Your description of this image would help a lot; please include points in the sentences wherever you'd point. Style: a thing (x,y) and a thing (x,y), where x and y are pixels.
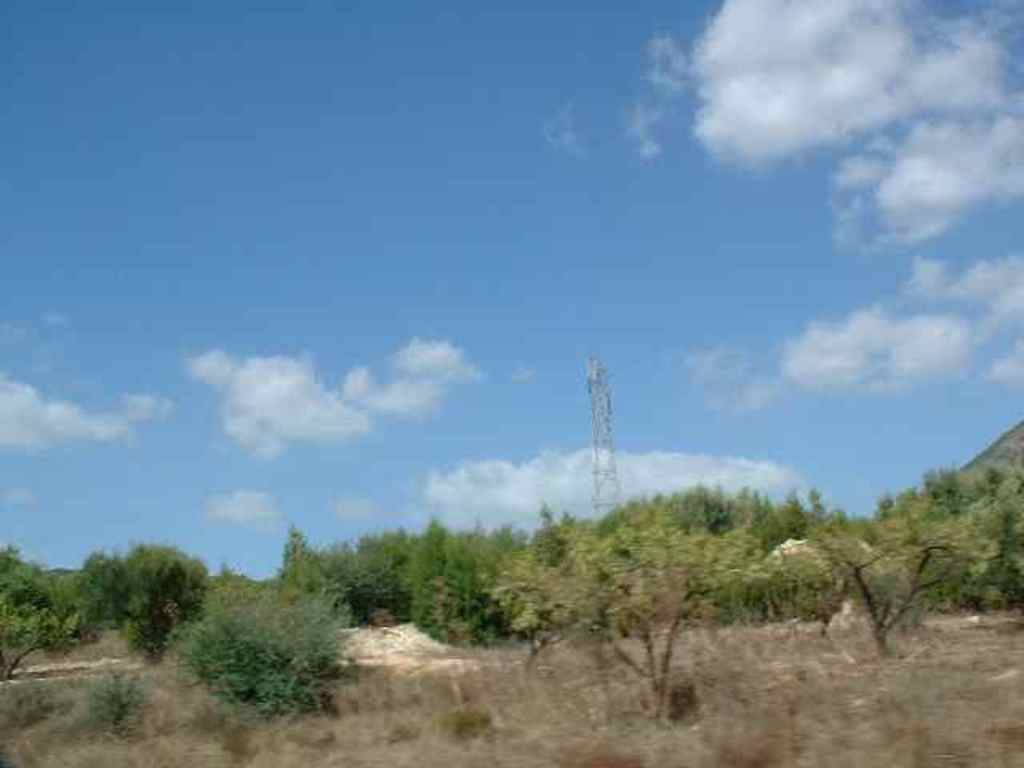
In this picture there is a pole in the center of the image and there is dried grass floor (800,740) at the bottom side of the image (788,696), there are trees (944,522) in the center of the image (651,498).
